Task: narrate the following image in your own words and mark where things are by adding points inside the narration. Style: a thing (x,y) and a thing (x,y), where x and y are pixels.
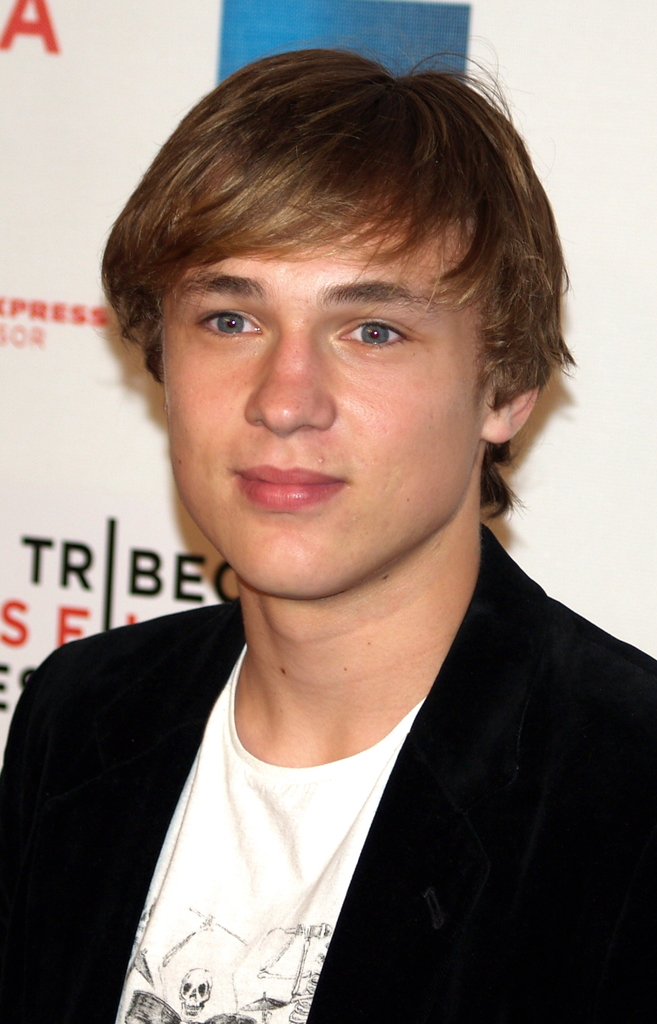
In this image there is a man (429,751). He is wearing a black blazer (97,864). Behind him there is a board (64,361). There is text (52,540) on the board (43,345). He is smiling.
